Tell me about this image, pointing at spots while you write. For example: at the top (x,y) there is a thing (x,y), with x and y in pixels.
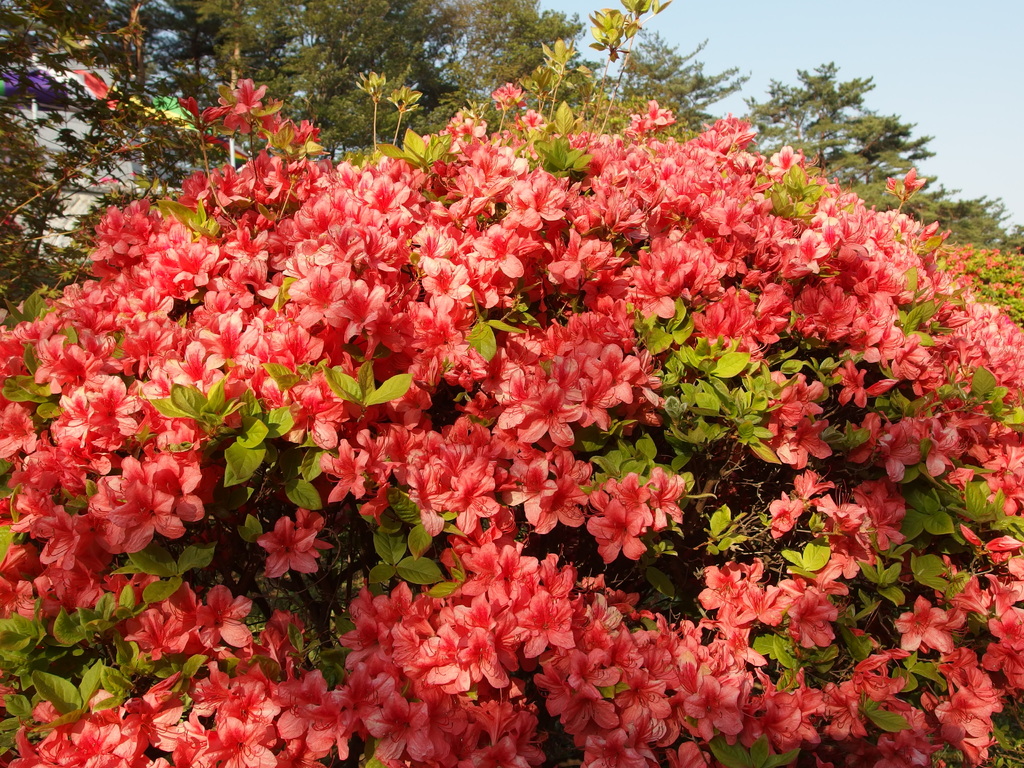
In this image, we can see flowers (998,600), leaves (157,590) and stems (703,499). Background (1010,250) there are so many trees (56,200), plants (1008,265) and sky (796,63).
